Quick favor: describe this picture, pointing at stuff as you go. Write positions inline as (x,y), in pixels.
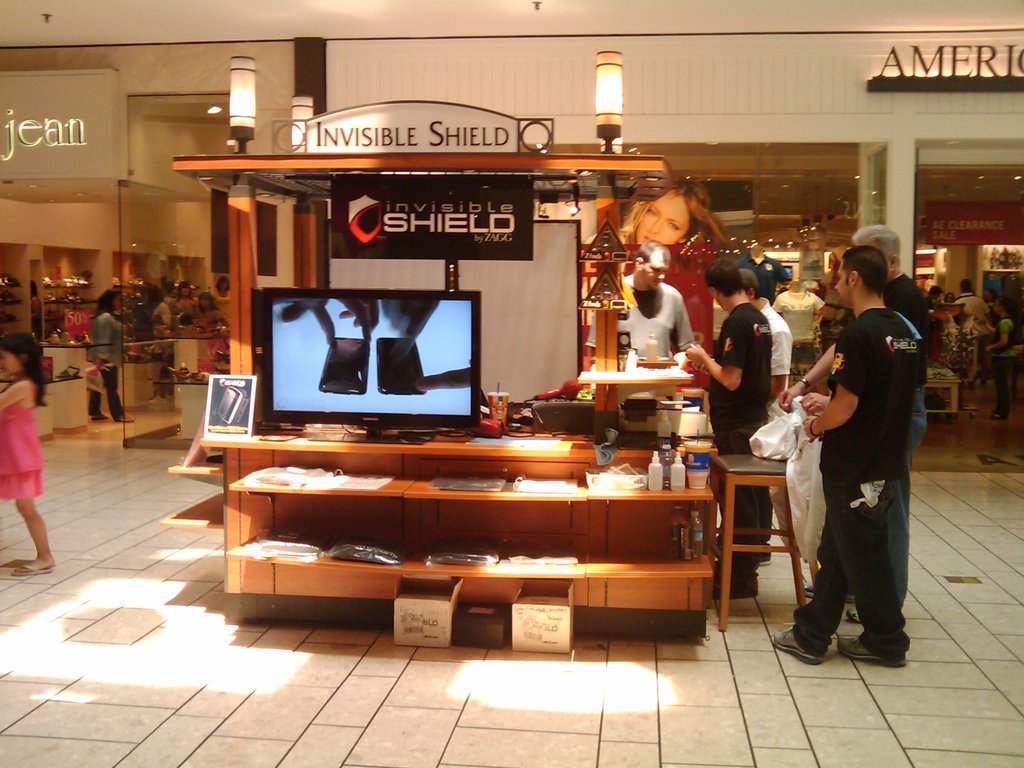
This image looks like a shopping mall (435,581). At the bottom (364,737), there is a floor (13,670). In the front (378,413), we can see a screen (317,349) kept on the desk (478,503). And there are many things (470,551) kept in the rack (479,518). On the left (13,355), we can see a girl (37,403) wearing a pink dress (14,411). In the background (752,180), there are shops (1021,443). And there are many people (775,369) in this image. At the top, there are lights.
